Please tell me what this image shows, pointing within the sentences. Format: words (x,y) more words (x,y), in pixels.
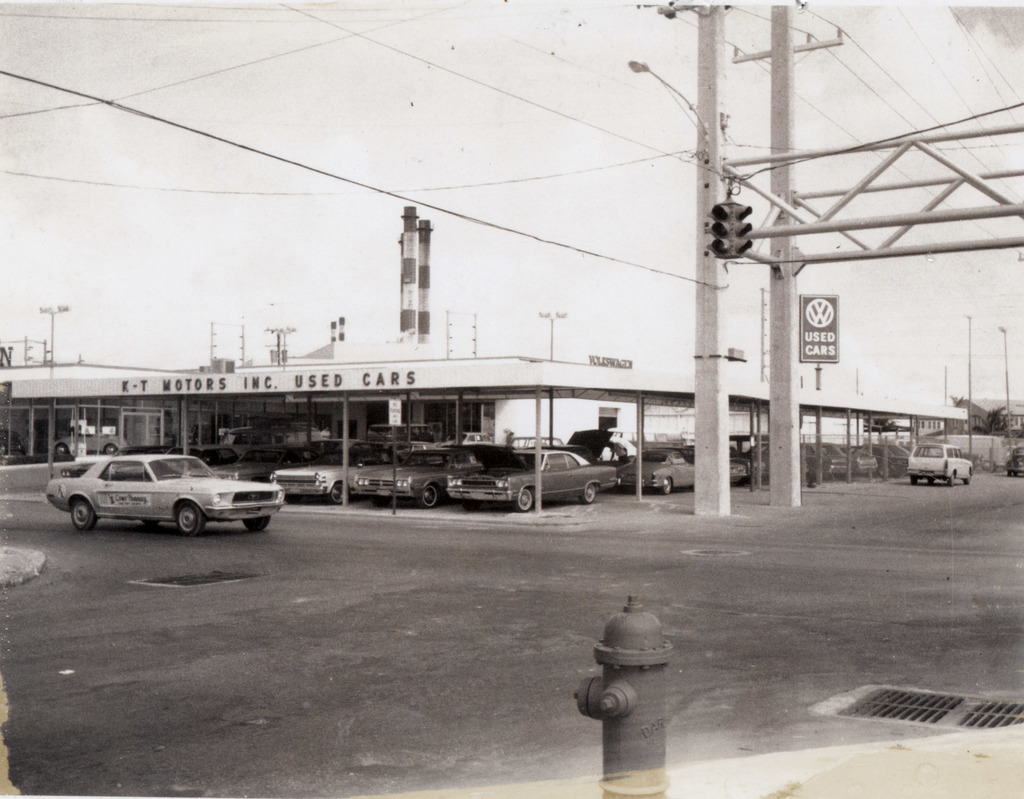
In this black and white picture few vehicles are on the road (664,543). Right side (708,354) a traffic light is attached to the poles (777,71) having a lamp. Few wires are connected to the poles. Right side (715,446) a fence (829,443) is attached to the poles (710,216). Few vehicles (505,484) are under the roof (589,377). Bottom of the image (629,795) there is a fire hydrant (615,768). Top of the image (403,136) there is sky (500,107). A board (820,347) is attached to the pole (818,422). Right side (1013,407) there are few houses (984,419) behind the wall (987,439).
